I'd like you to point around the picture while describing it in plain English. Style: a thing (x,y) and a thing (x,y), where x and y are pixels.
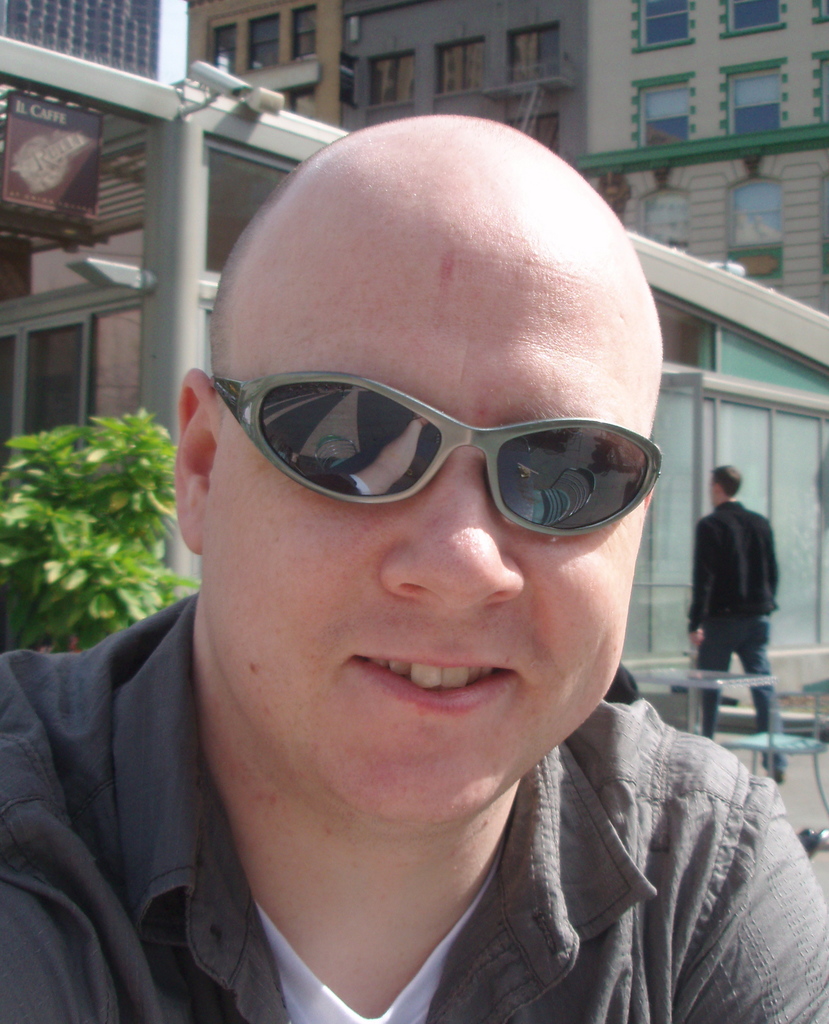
In this picture, we can see a few people (638,785), chairs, tables (637,677), glass doors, camera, buildings (130,58) with windows (761,180) and we can see the posters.
